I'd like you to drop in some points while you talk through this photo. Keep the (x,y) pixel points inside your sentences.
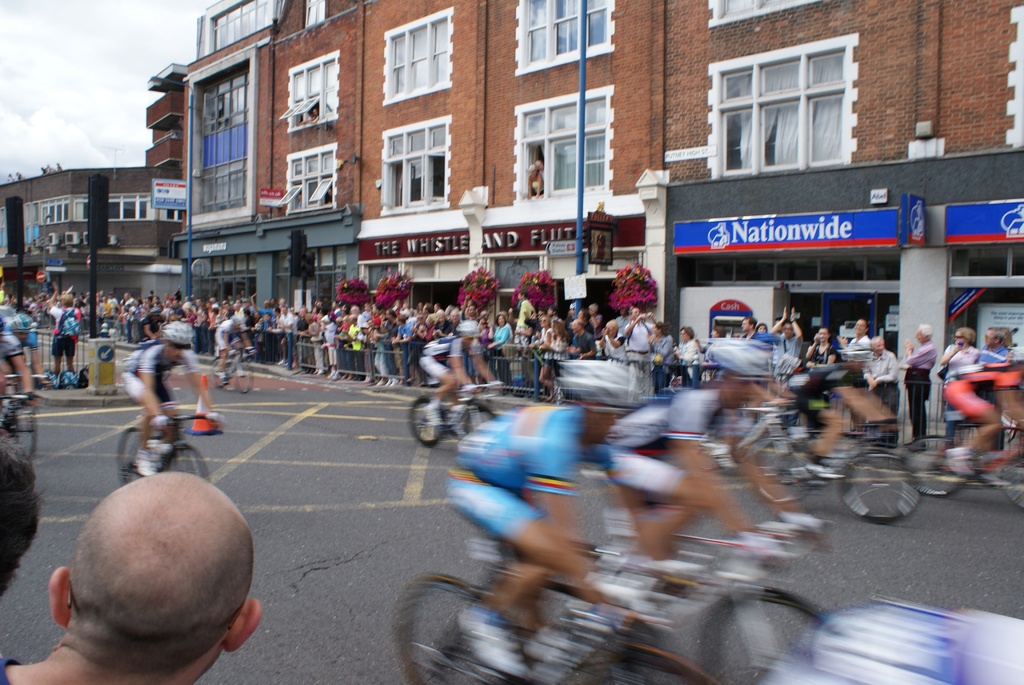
The image is taken on the road (390,481). There are many people (753,362) riding bicycles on the road (420,500). In the background (82,92) we can see crowd (366,337), buildings (434,164), poles (94,271) and a sky (82,79).
